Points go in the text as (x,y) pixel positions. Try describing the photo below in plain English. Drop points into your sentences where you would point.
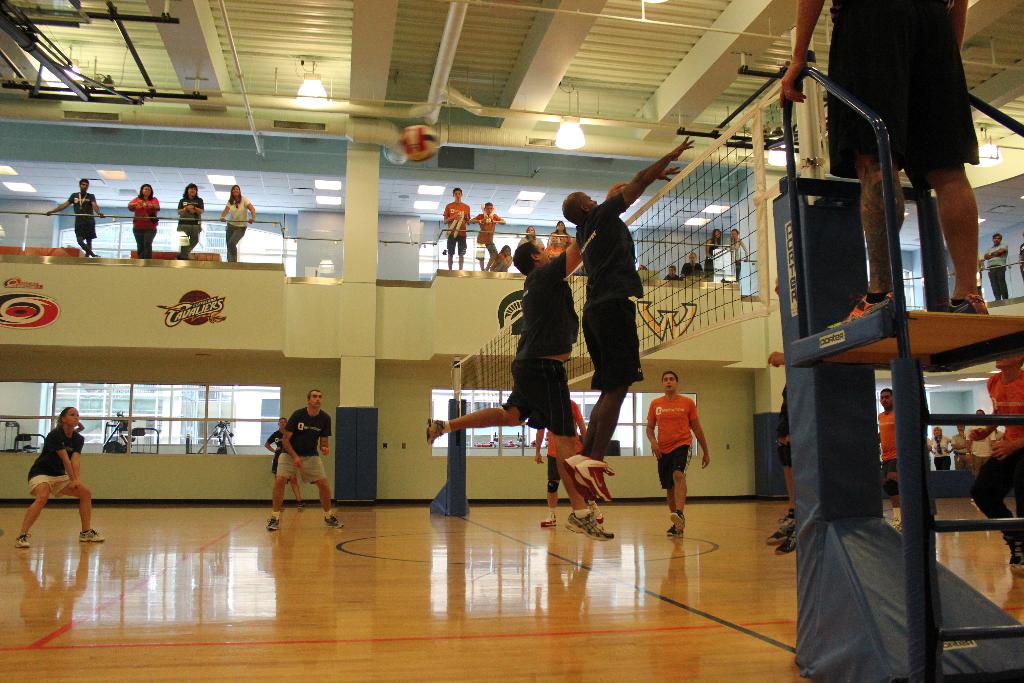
In this image, we can see people (575,409) playing and in the background (147,229), there are railings (719,270), rods (72,64), lights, stand (849,264) and we can see a net (762,188) and some other people (734,228). At the top (563,21), there is a roof (635,61) and at the bottom (347,570), there is a floor (227,534).
